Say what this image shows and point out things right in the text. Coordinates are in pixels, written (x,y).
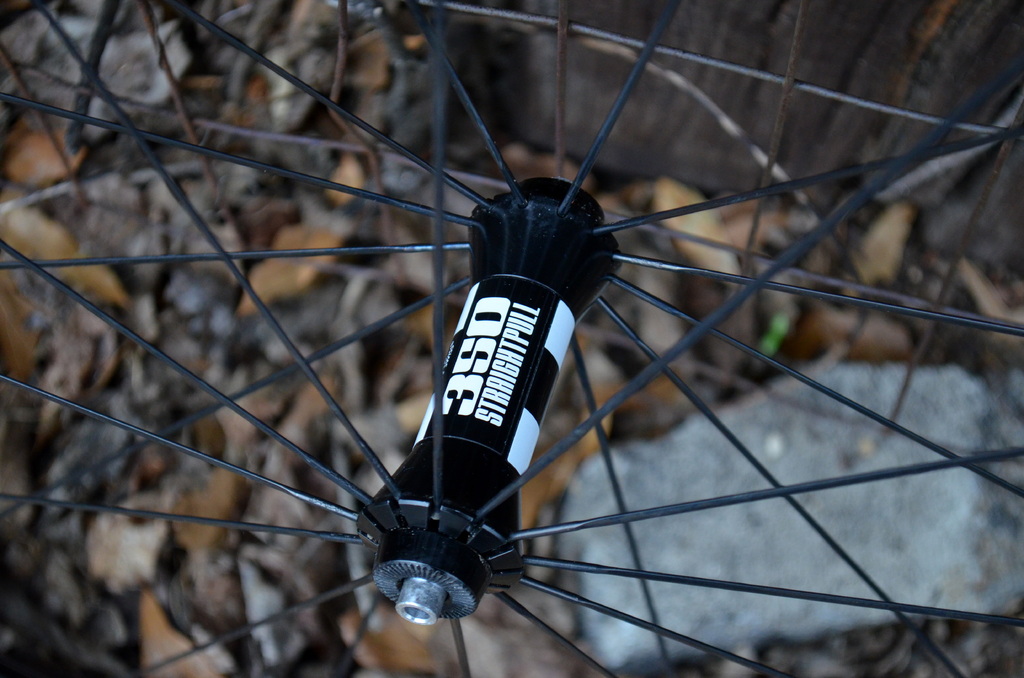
In this picture I can see the wheel (464,400).
